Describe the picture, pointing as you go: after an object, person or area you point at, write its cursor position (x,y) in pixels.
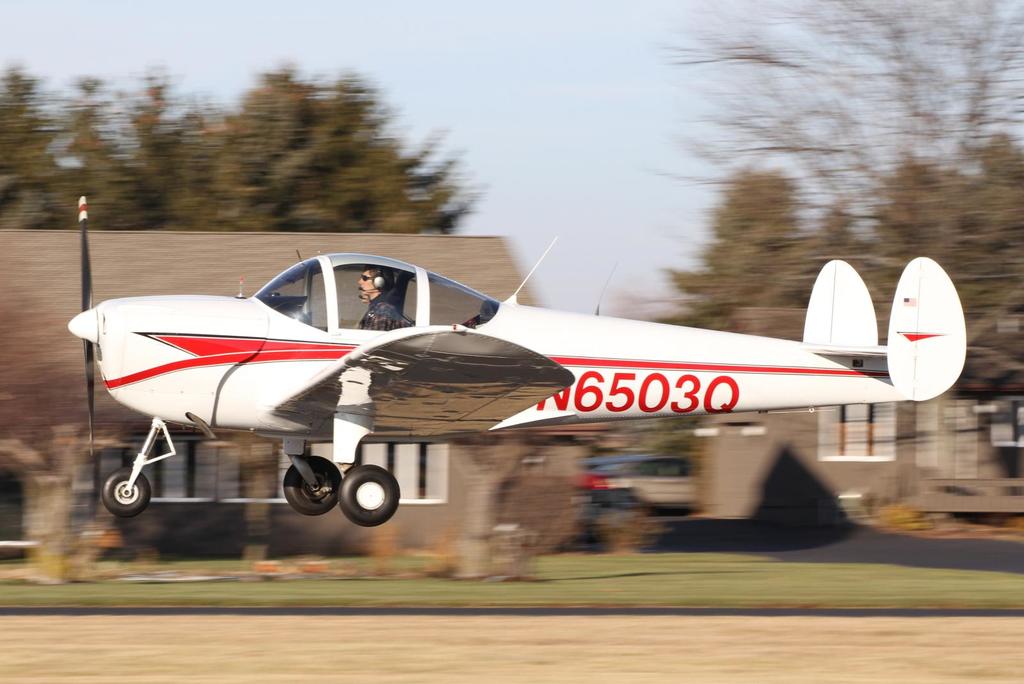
In this image we can see a person (380,303) wearing headphone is sitting inside an airplane (180,376). In the background (311,549), we can see a group of buildings (353,539), some vehicles (626,489), group of trees (153,161) and sky (561,97).
